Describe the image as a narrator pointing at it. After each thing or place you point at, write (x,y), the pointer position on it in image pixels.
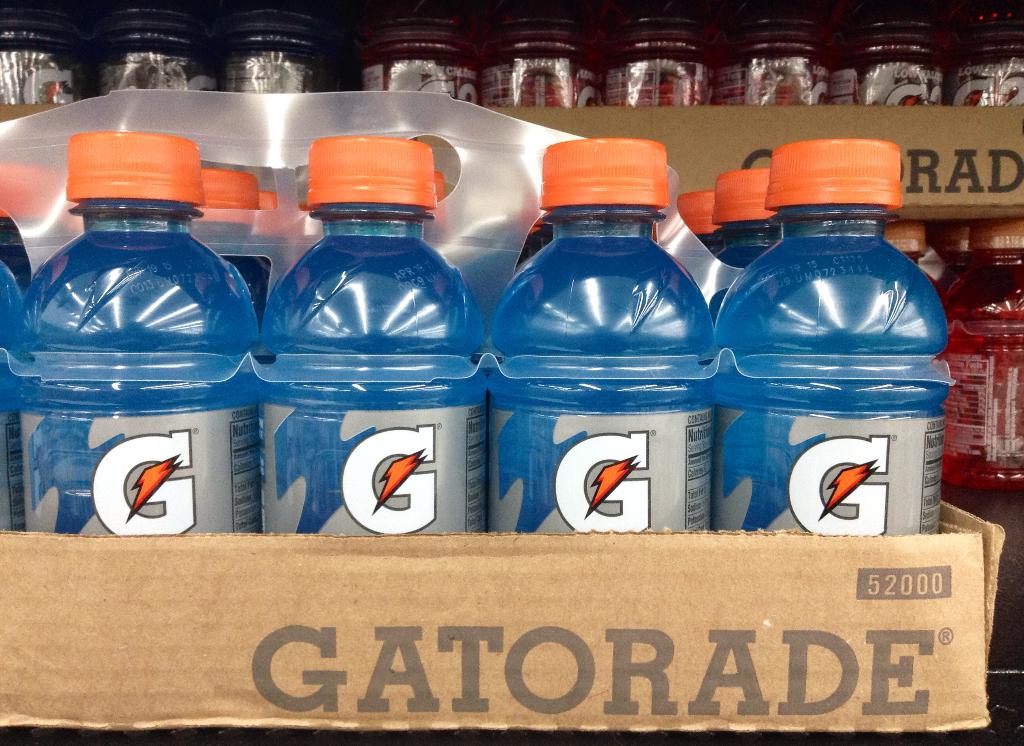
There are many bottles (447,274) with labels (370,416) are kept on boxes (690,557).
